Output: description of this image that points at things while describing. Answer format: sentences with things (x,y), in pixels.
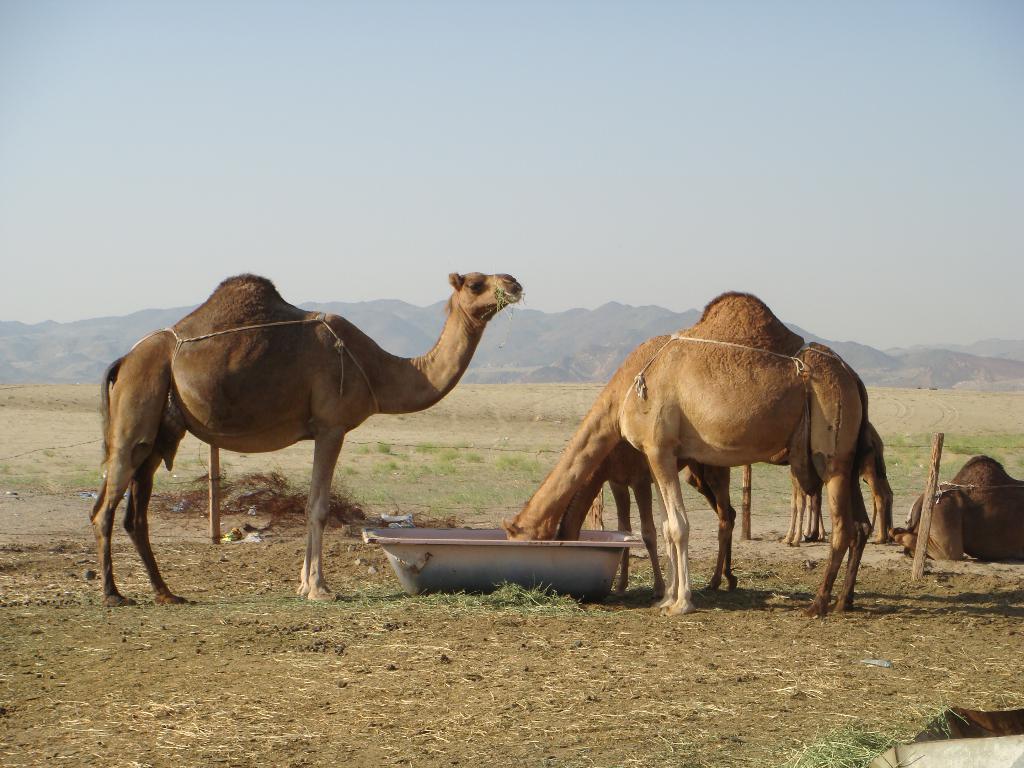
In the foreground of the picture (466,657) there is dry grass (447,685), soil (736,665) and other object (935,744). In the center of the picture (595,450) there are camels (826,477), wooden poles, shrubs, soil (517,504) and a cement pot (486,562). In the background (389,307) there are hills (697,315) and sky (399,169).
